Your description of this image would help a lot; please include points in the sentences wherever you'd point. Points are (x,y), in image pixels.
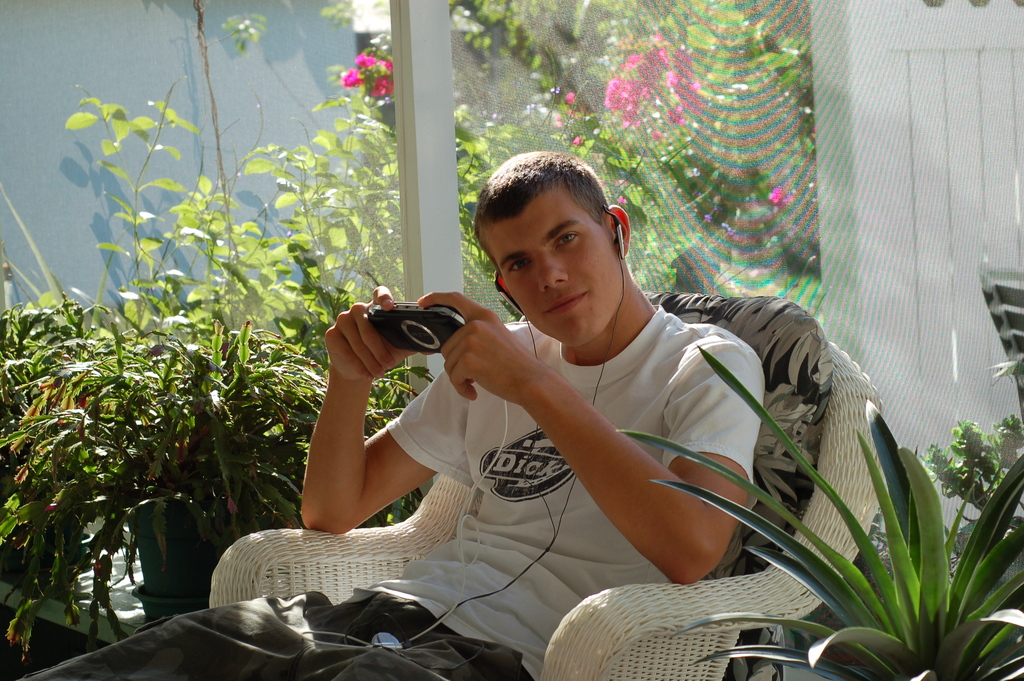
In the image we can see there is a person (586,443) who is sitting on chair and he is holding a game console (421,343) and there are earphones (621,269) in his ears (621,220), at the back (154,379) there are plants (239,437).
